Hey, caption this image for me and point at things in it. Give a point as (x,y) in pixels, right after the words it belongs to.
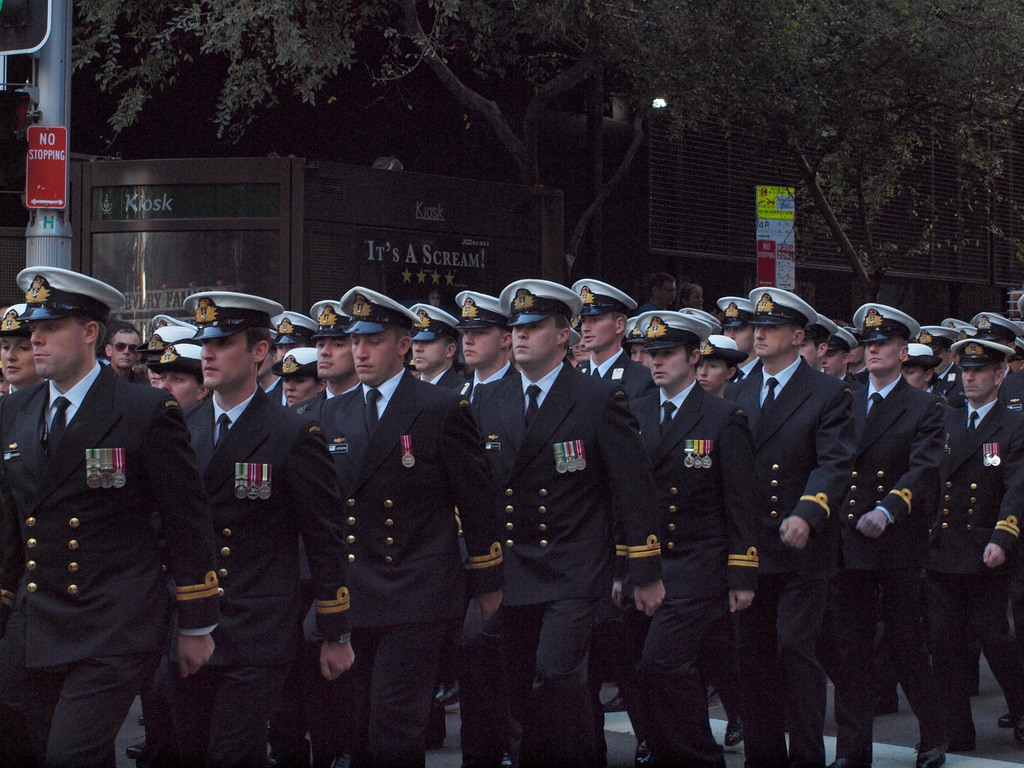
In this image, we can see a crowd (599,402) wearing clothes (456,532) and caps (164,337). There is a tree (534,11) at the top of the image (284,45). There is a pole (43,144) in the top left of the image (56,116).
